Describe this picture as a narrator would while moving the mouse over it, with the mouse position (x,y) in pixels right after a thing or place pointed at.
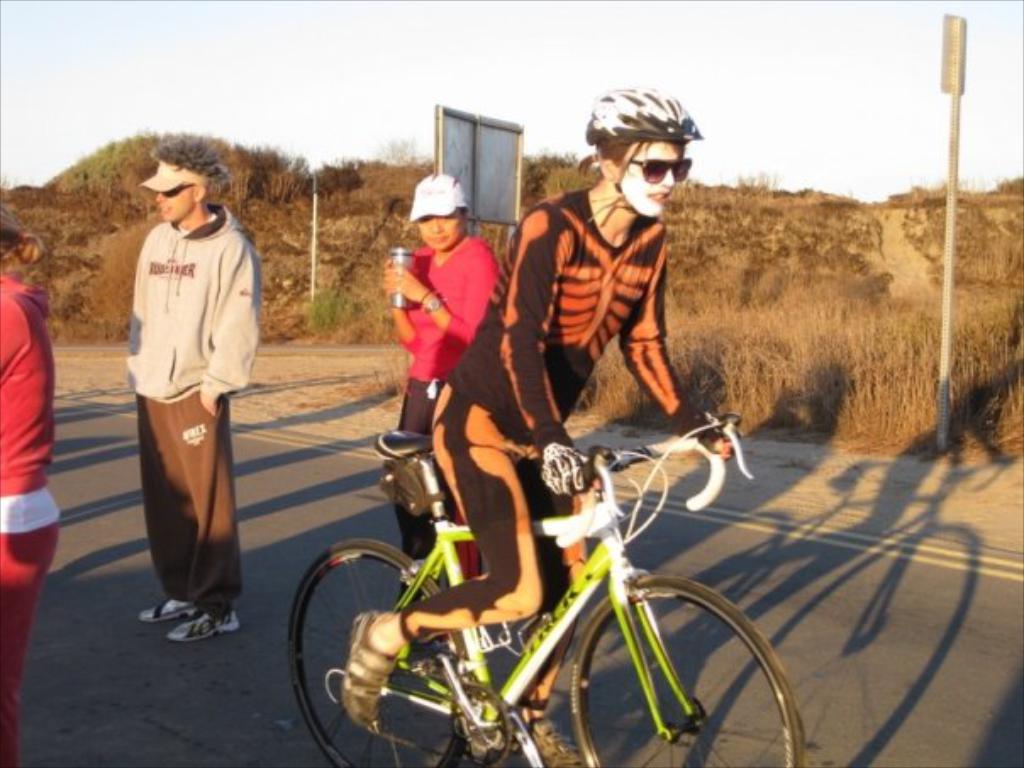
In this picture on the road (814,648) there is a lady (554,289) with skeleton mask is riding a bicycle (573,662). She is wearing helmet (646,108) on his head (603,168). To the left side (19,367) there is a person (34,359) with pink dress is standing. Behind that person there is a man (177,292) with grey jacket (203,281) is standing. To the side of him there is another lady (428,310) with pink dress (464,302) is standing and holding bottle (398,253) in her hand (385,268) and wearing cap (448,199) on her head (440,189). In the background (456,154) there is a board (505,162) and hills (782,206) with dry grass (852,313).
